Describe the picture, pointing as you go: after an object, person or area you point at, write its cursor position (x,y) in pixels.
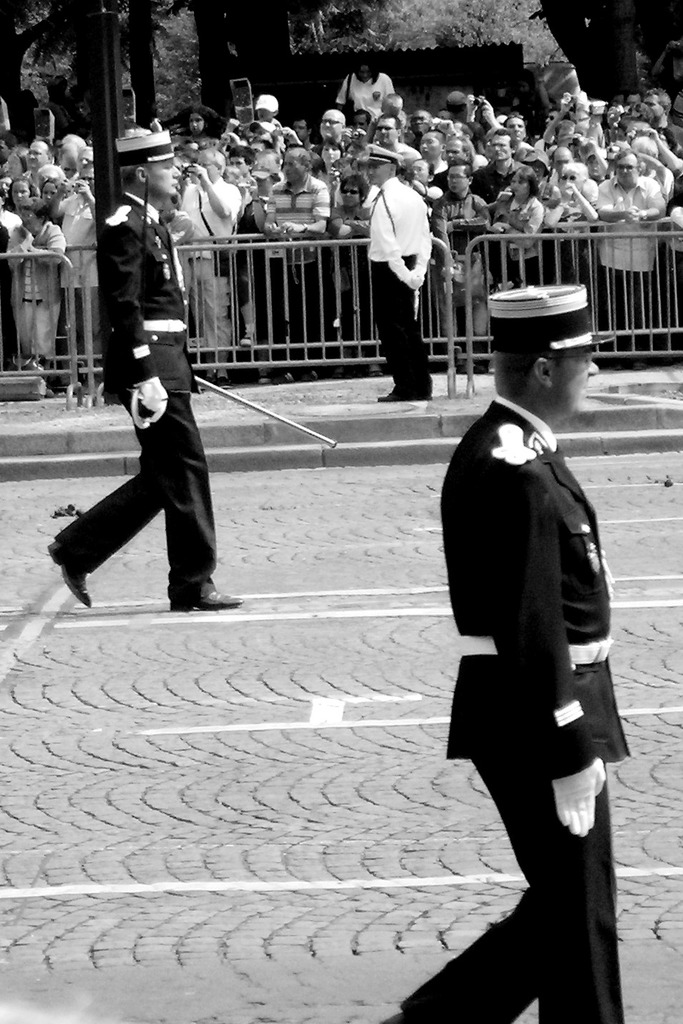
On the left side (164,288), there is a person (144,138) in a uniform (129,310) holding a stick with one hand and walking on the road (266,621) on which, there are white color marks (363,592). On the right side (608,866), there is a person (606,818) in an uniform (498,568) wearing a white color glove (572,792) walking. In the background (412,187), there is a person (404,219) in white color shirt (384,250) keeping both hands (421,276) back and standing on the footpath (370,396) near fencing (303,265). Outside the fencing (478,273), there are persons (639,174) and there are trees (629,28).
